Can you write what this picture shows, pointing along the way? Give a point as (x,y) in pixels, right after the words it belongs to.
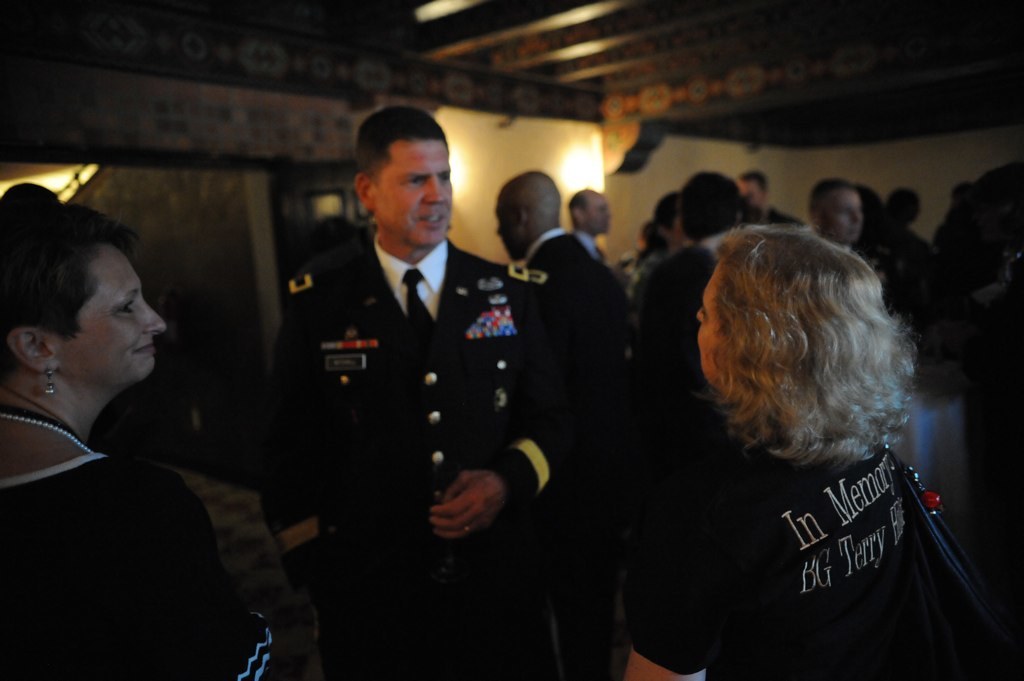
In this image we can see the people (459,347) standing. On the right (879,386) there is a woman (884,442) wearing the bag (936,521). In the background (273,164) we can see the wall (496,220) and also the lights (465,175). At the top (548,77) we can see the roof (658,97) for shelter.
